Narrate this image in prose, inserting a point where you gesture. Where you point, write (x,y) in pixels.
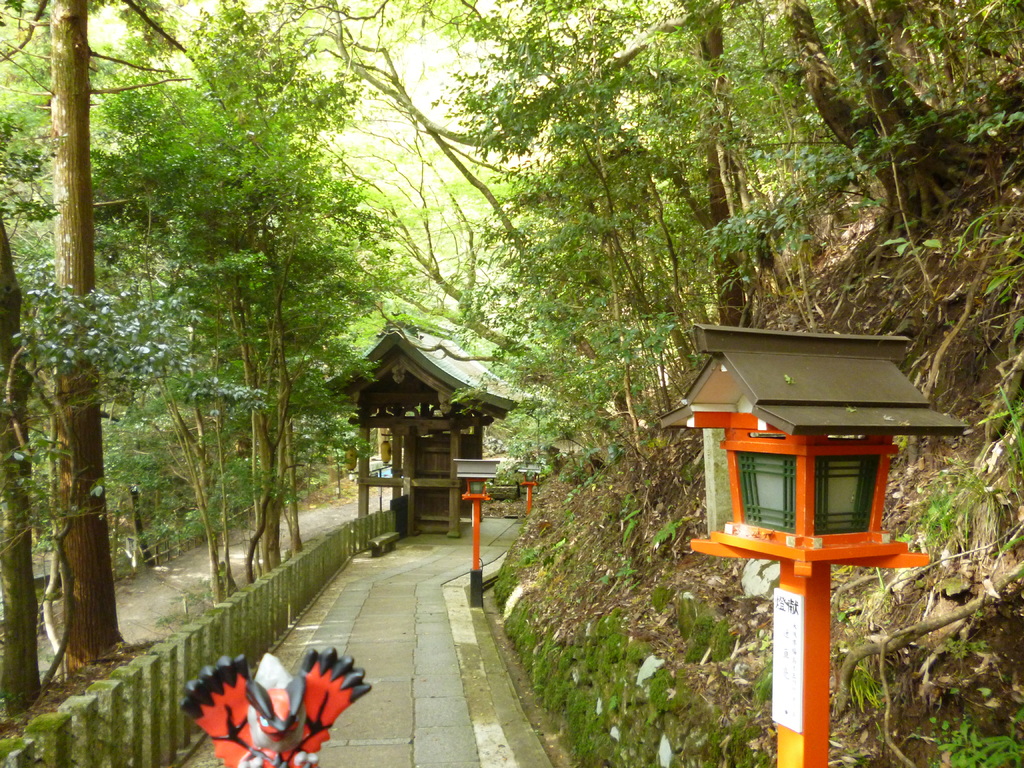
In this picture I can see the wooden hut (466,501). On the right (900,208) I can see the mountain (953,167). In the left (121,178) I can see many trees (109,212), plants (35,212) and grass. In the bottom right (800,590) I can see the light (805,565). At the top (433,42) I can see the sky (419,59).
